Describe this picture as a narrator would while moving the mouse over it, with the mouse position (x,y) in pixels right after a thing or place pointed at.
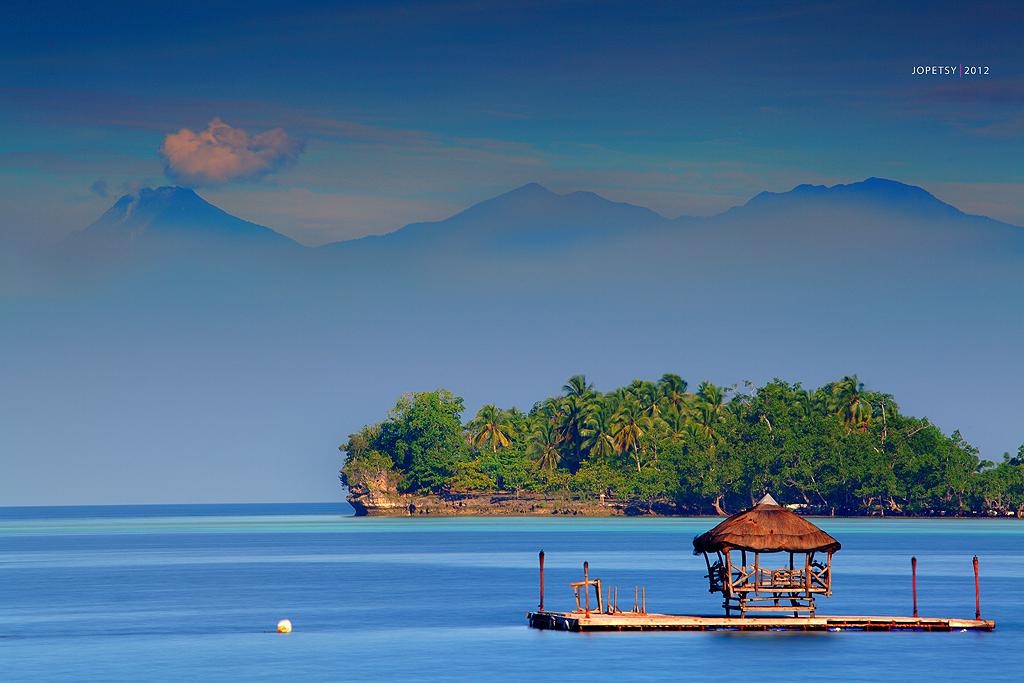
In this image we can see a tent house (784,579) on the boat surface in the water (610,564), there we can see few trees (675,427), few mountains (118,217) and some clouds (994,94) in the sky (886,103).
